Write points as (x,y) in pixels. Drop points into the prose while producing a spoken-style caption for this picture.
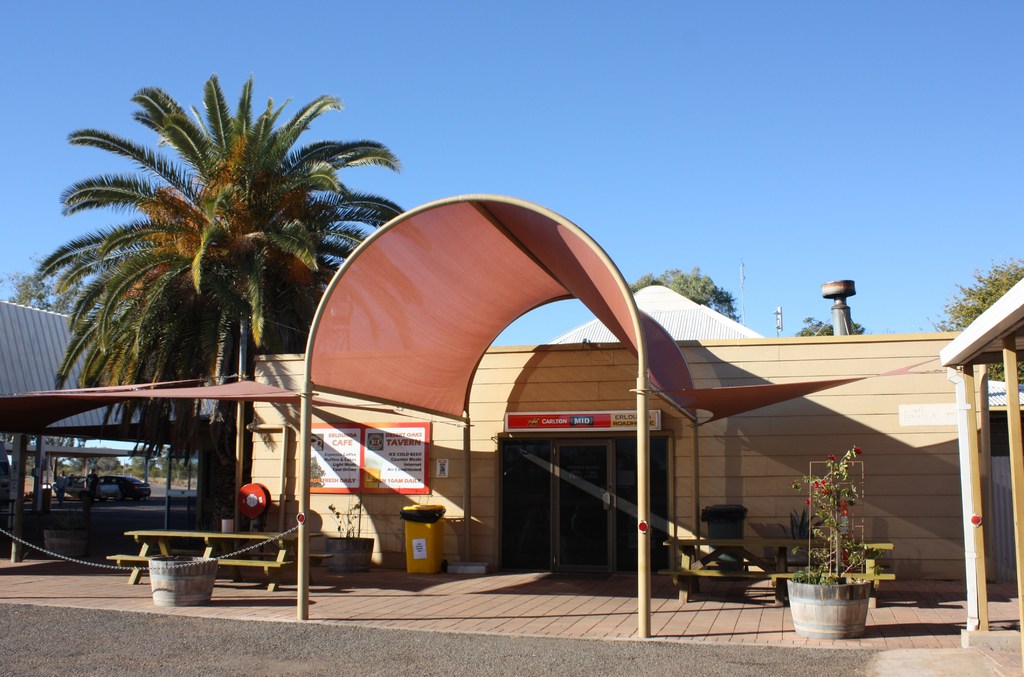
At the top of the picture (689,121) we can see a blue sky (724,113). these are trees (252,271). Here we can see a store (562,490), near to the store (483,562) we can see two trash cans (731,560), a bench (735,573) and a flower pot (818,579). We can see cars (112,491) and persons (92,476) here.
